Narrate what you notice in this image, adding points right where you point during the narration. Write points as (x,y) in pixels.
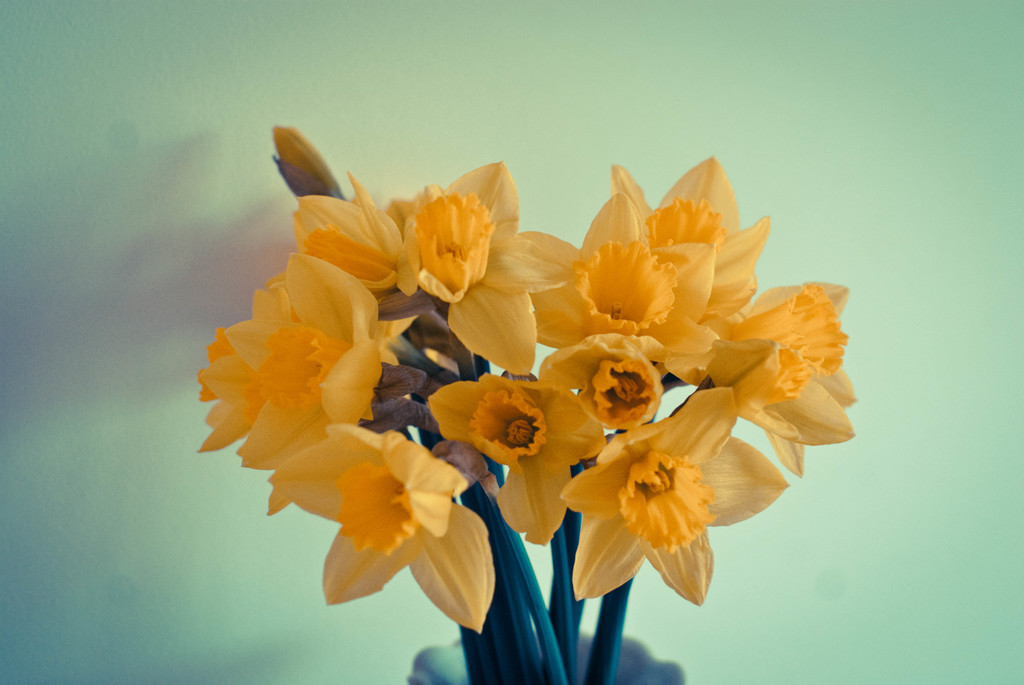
This is the image of flowers (513,321) in the flower vase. And the background (687,630) is green color.
